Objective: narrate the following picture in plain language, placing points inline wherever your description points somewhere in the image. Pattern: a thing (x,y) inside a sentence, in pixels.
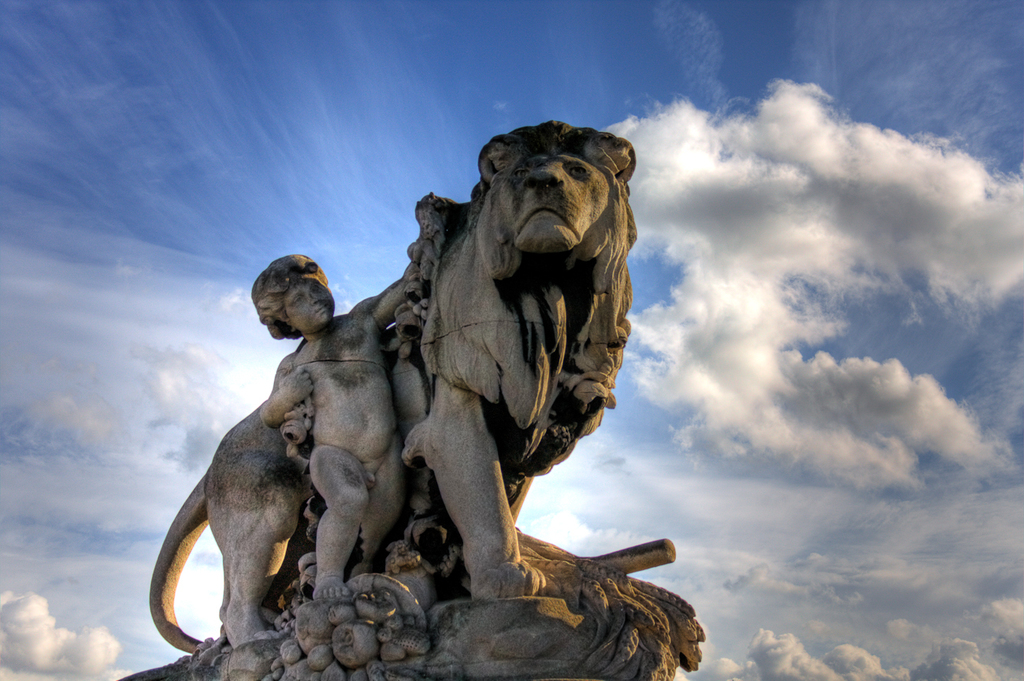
In this image there is a statue (467,220) of a lion (432,308) and a child (359,386).
